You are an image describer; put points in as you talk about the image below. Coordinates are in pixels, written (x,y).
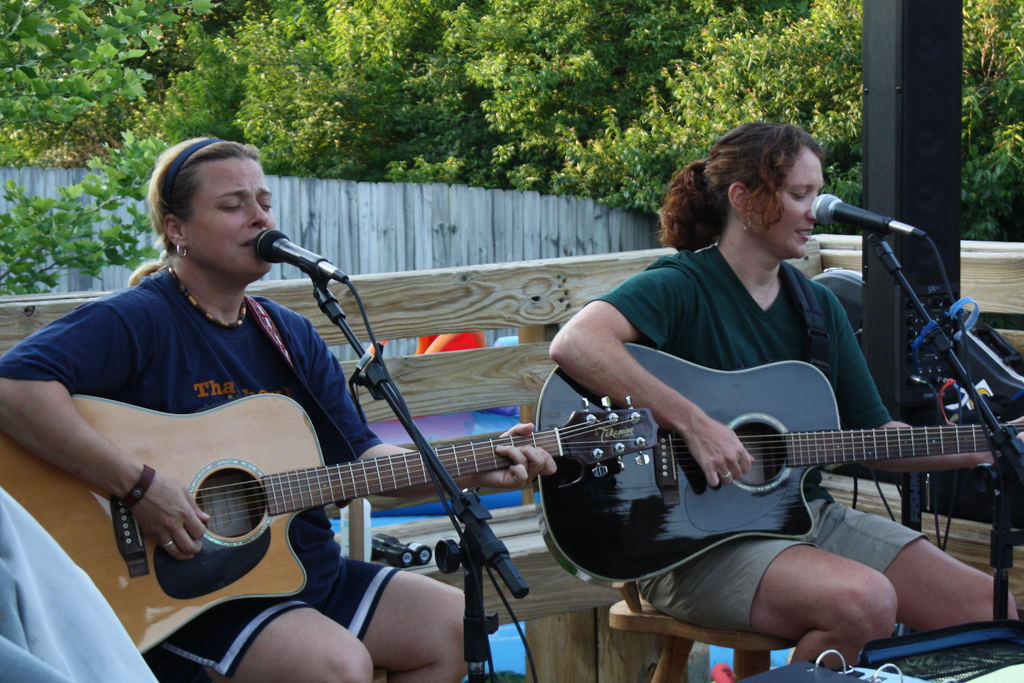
Two woman (770,623) playing guitar (679,492), this is microphone (291,247) and in the back (488,115) there are trees (517,112).
